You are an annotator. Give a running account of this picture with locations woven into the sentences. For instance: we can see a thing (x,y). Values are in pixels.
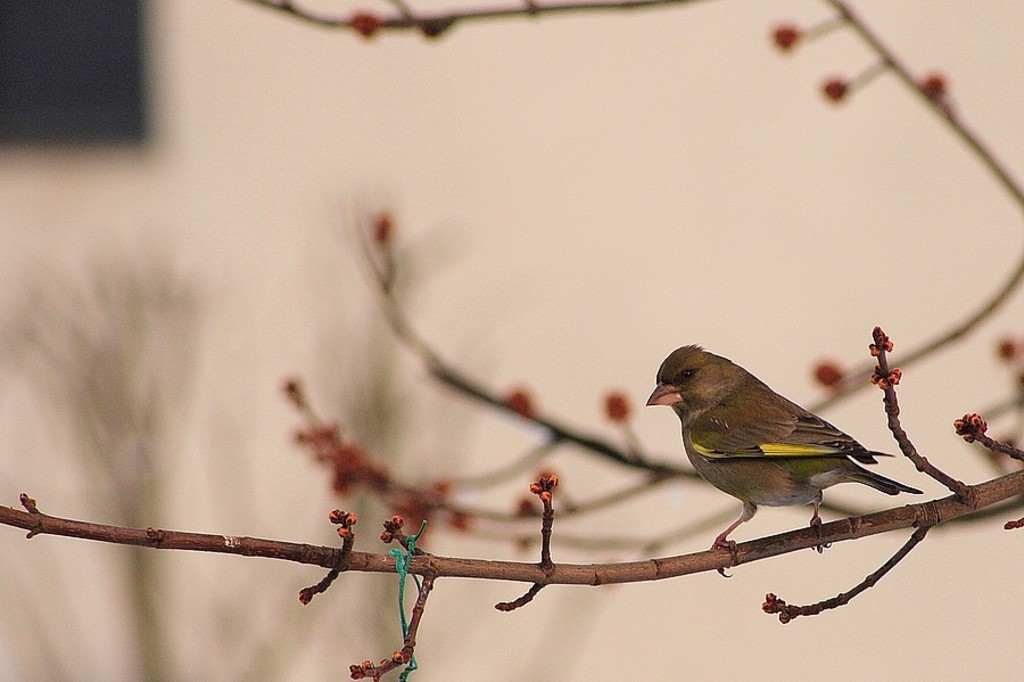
This picture seems to be clicked outside. On the right (785,472) we can see a bird (701,420) standing on the stem (865,530) of a tree (885,520) and we can see the stems (447,372) and flowers (975,418). In the background (450,144) there is an object (407,196) which seems to be the wall (335,302) and we can see some other objects (131,91) in the background (120,98).
